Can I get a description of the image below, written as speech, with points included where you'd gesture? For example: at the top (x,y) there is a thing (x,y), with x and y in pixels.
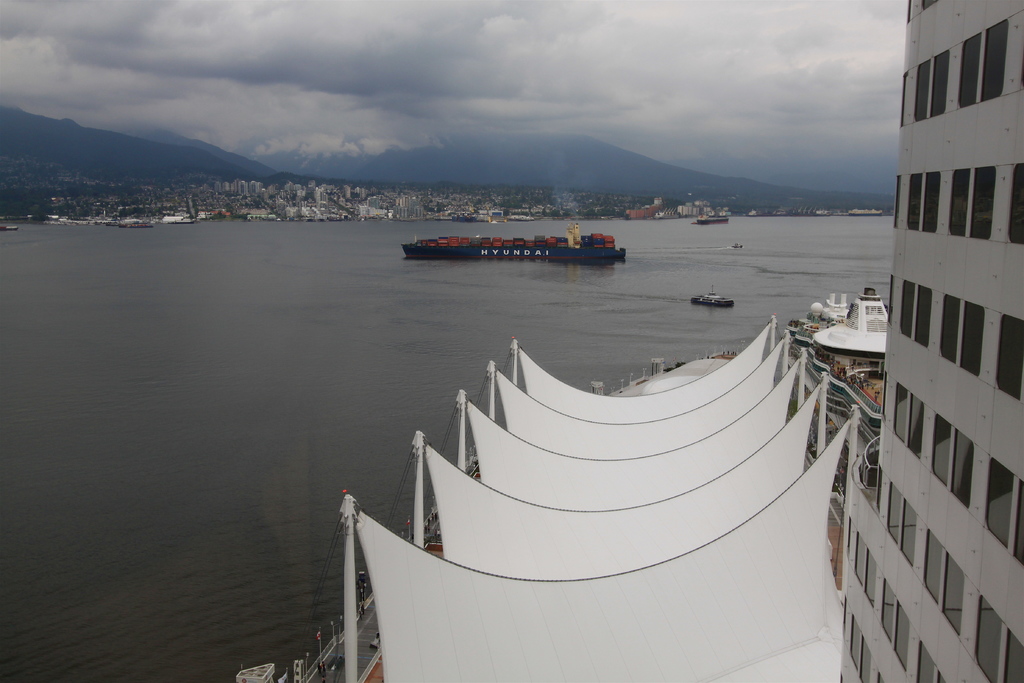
In this image there are ships (844,311) on a river (240,390), in the background (261,211) there are buildings (397,209), mountains (536,180) and the sky (570,89), on the right side (963,299) there is a building (958,515).
